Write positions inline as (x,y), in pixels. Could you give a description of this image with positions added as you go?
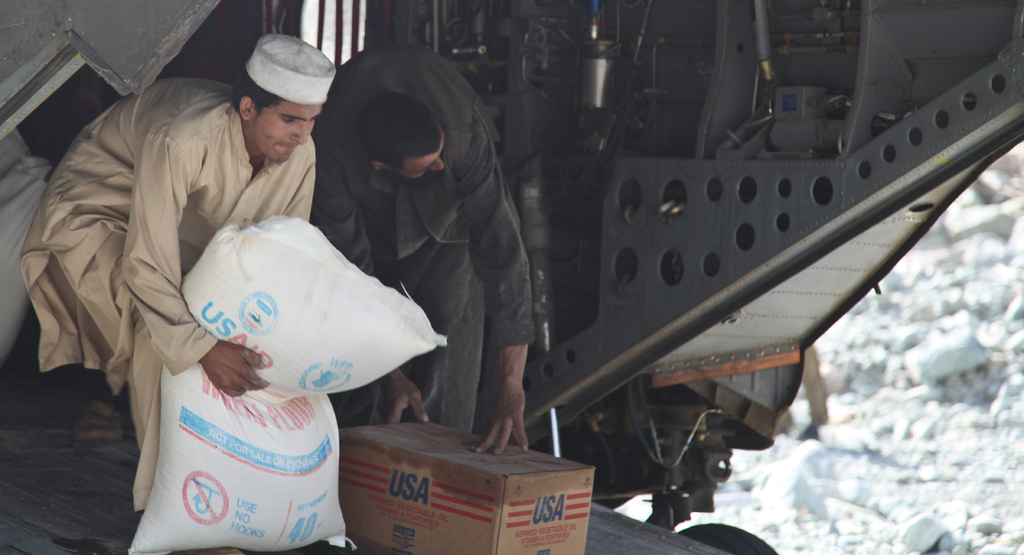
In this image we can see two persons (231,377). Among them a person (217,352) is holding an object (265,402) and another is touching an object (432,459). We can see the inside of an aircraft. In the bottom right (916,392) we can see white objects (950,409).
